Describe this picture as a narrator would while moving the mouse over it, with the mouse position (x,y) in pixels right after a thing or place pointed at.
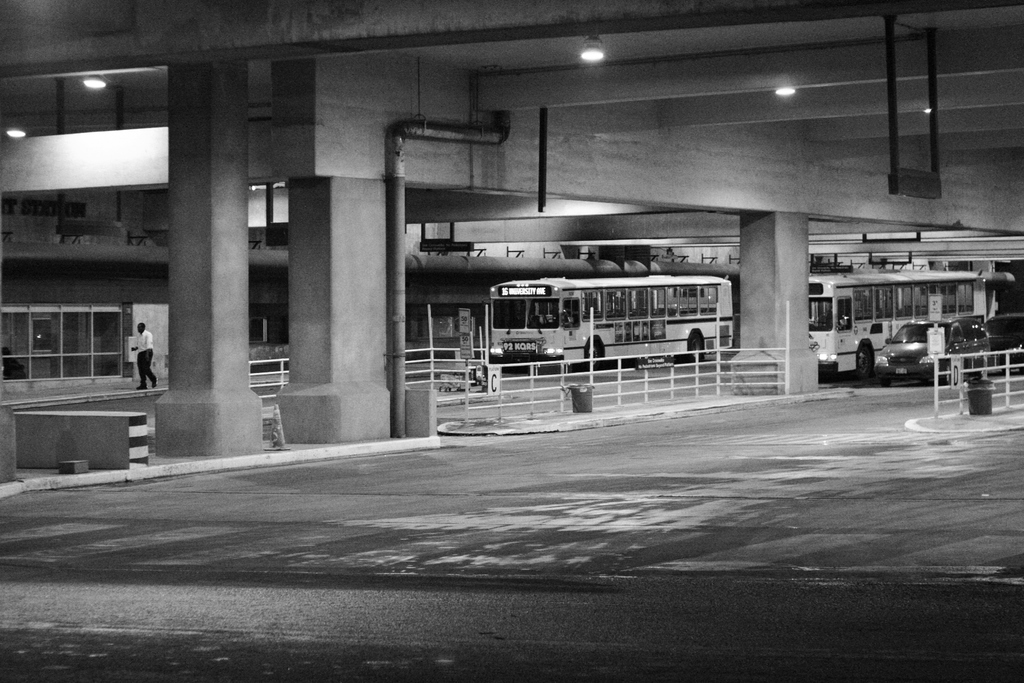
In this image in the center (571,386) there are railings (559,399) and there are bins (990,409). In the background (569,355) there are vehicles (654,342), there is a person (150,372) walking and there are windows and in the center (385,311) there are pillars (291,315) and there is a pipe (399,237) and at the top (93,88) there are lights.
